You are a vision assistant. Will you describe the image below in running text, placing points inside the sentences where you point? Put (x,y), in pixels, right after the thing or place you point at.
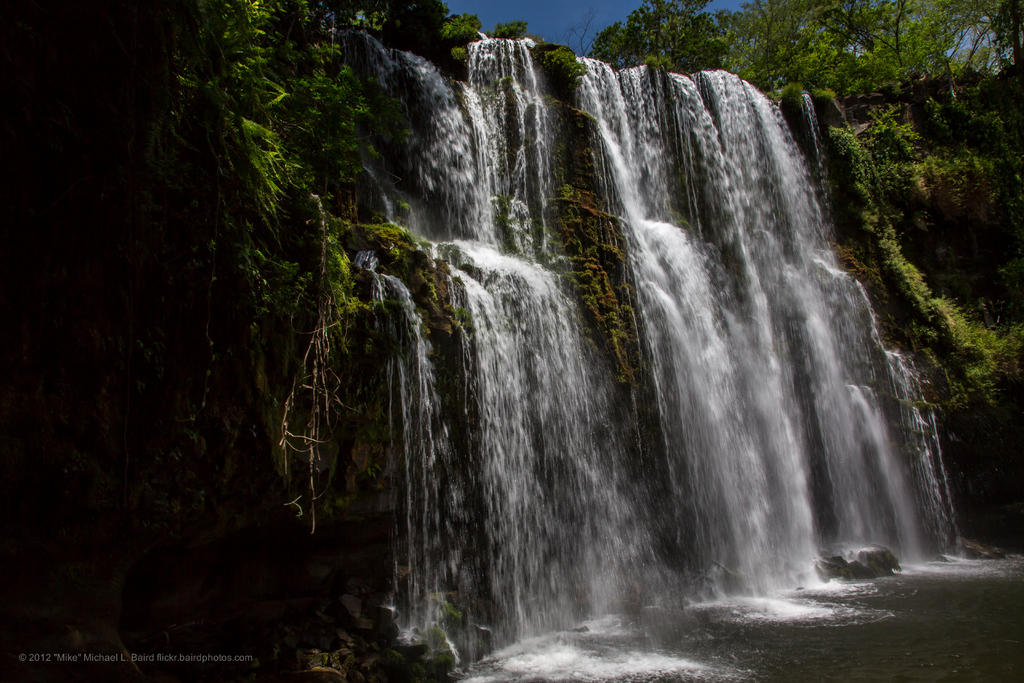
In this image there are waterfalls (719,529). There are the trees (688,17). There is a sky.
